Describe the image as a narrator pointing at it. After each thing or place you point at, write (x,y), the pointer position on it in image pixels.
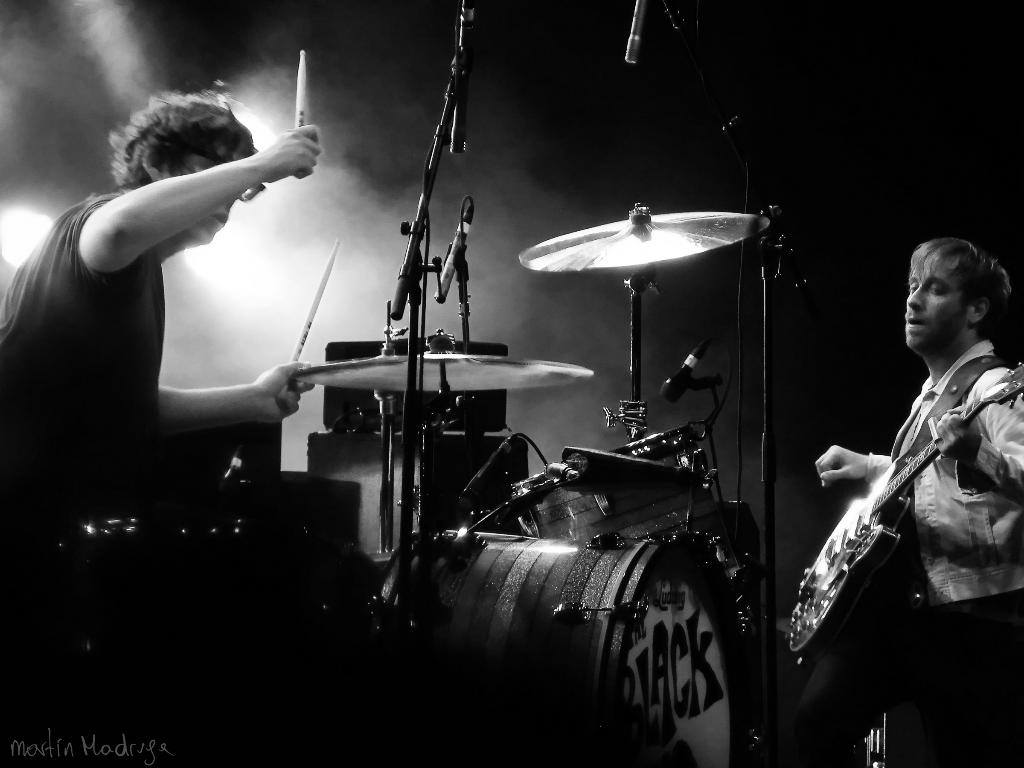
This 2 musicians (960,305) are highlighted in this picture. This man (189,173) holds sticks (306,336) and plays a drums (540,380). This man (956,276) holds guitar (889,506). This are musical instruments (632,514). This is mic (685,368).
